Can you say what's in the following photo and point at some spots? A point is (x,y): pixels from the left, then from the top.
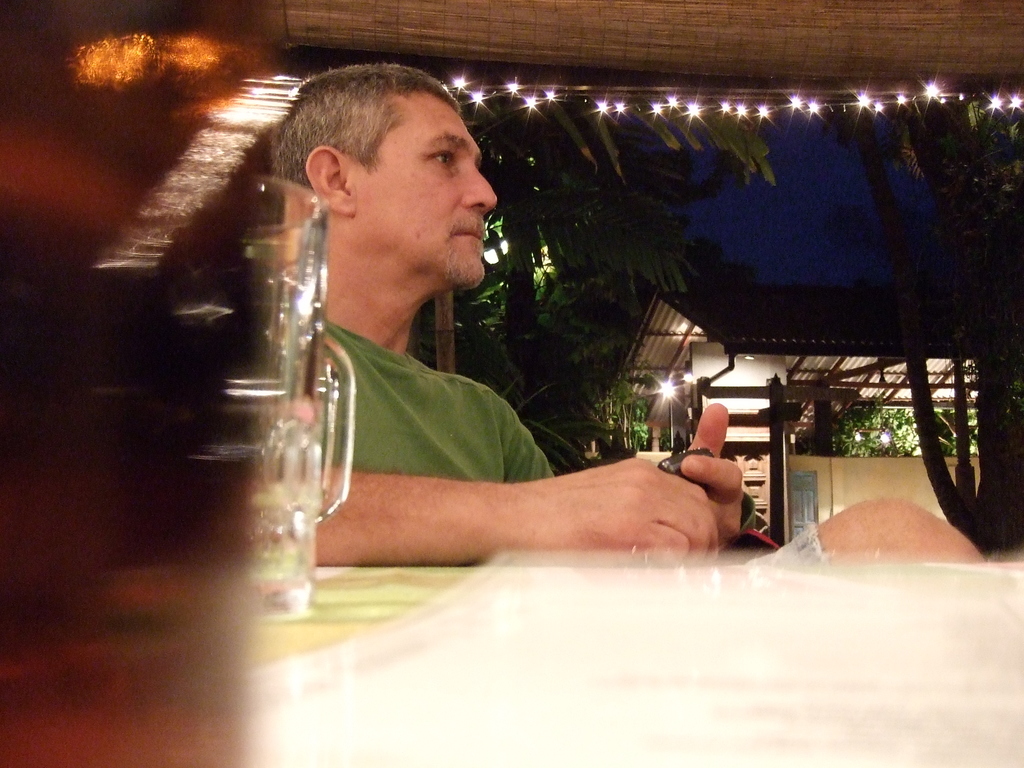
In this picture I can observe a man (467,443) in front of a table (352,573). He is wearing green color T shirt (427,421). I can observe a glass (317,388) placed on the table (401,623). In the background (543,388) there are trees (582,329) and lights (602,112).
